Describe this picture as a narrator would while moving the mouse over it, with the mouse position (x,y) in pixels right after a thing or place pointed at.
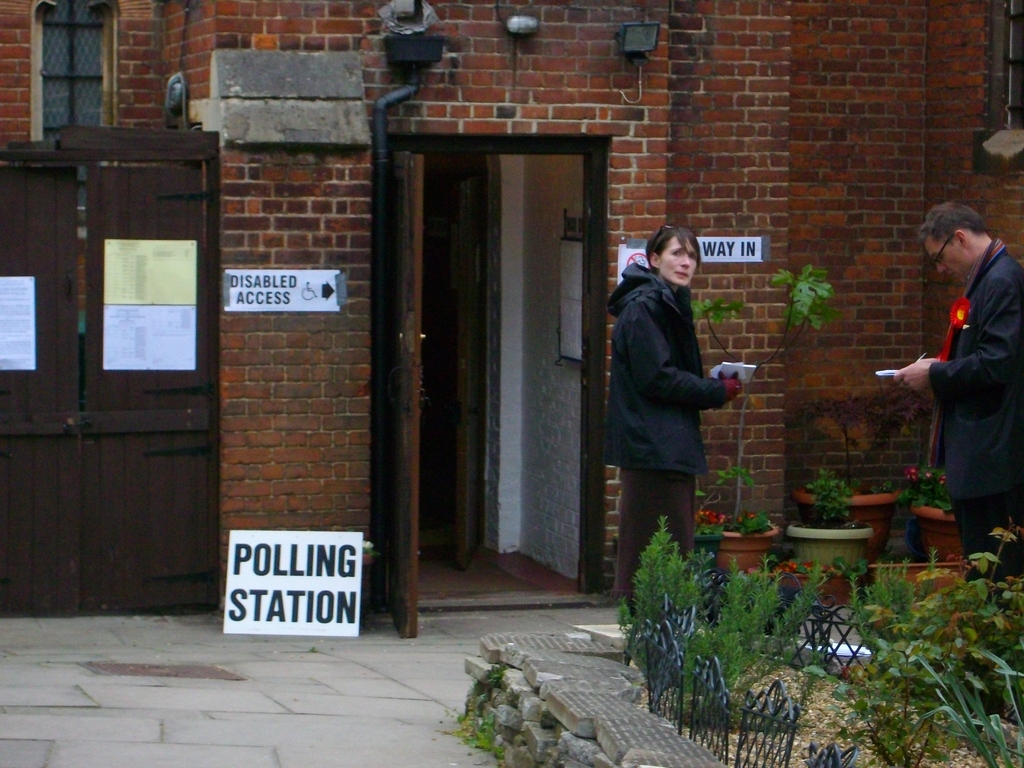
In this image there are two people (645,345) standing in front of a building (406,397). In the building (325,482) there are name boards (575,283), lamps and posters (154,283) on the closed door (175,214). In front of the building (233,526) there is a placard (309,597), stones (628,700), flower pots (835,526) and plants (873,585) in a metal rod fence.
